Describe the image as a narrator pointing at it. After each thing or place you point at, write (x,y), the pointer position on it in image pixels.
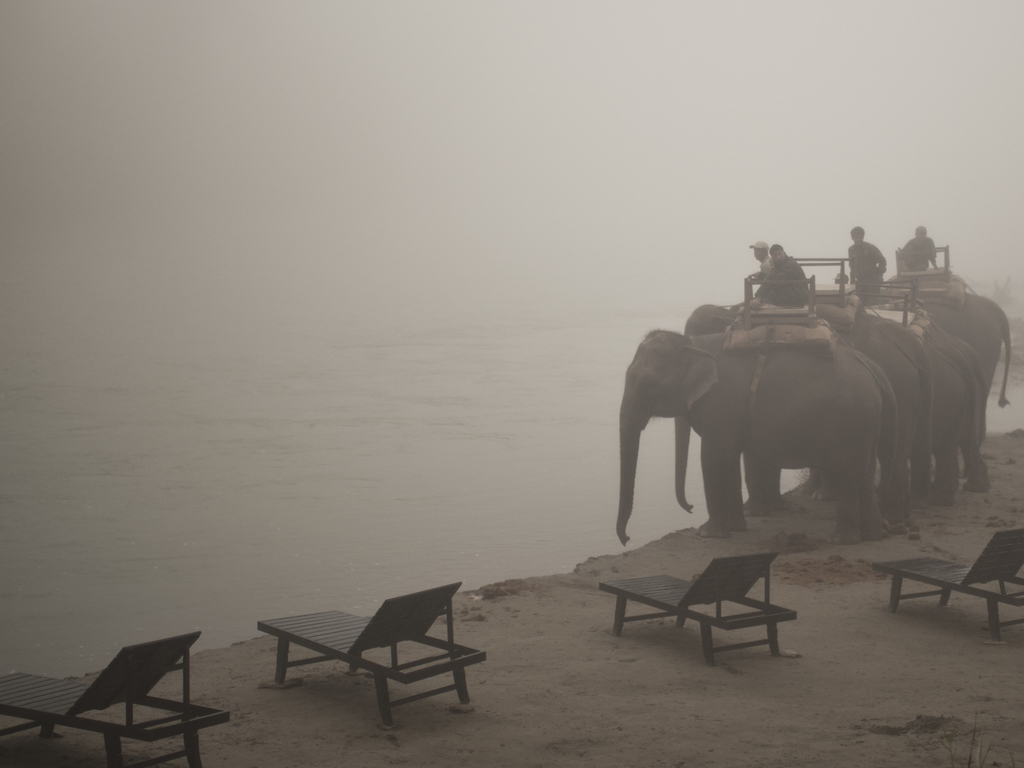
In this image there are people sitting on the elephants (832,486). In front of the elephants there are chairs (69,730). In front of the elephants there is water (303,325).
